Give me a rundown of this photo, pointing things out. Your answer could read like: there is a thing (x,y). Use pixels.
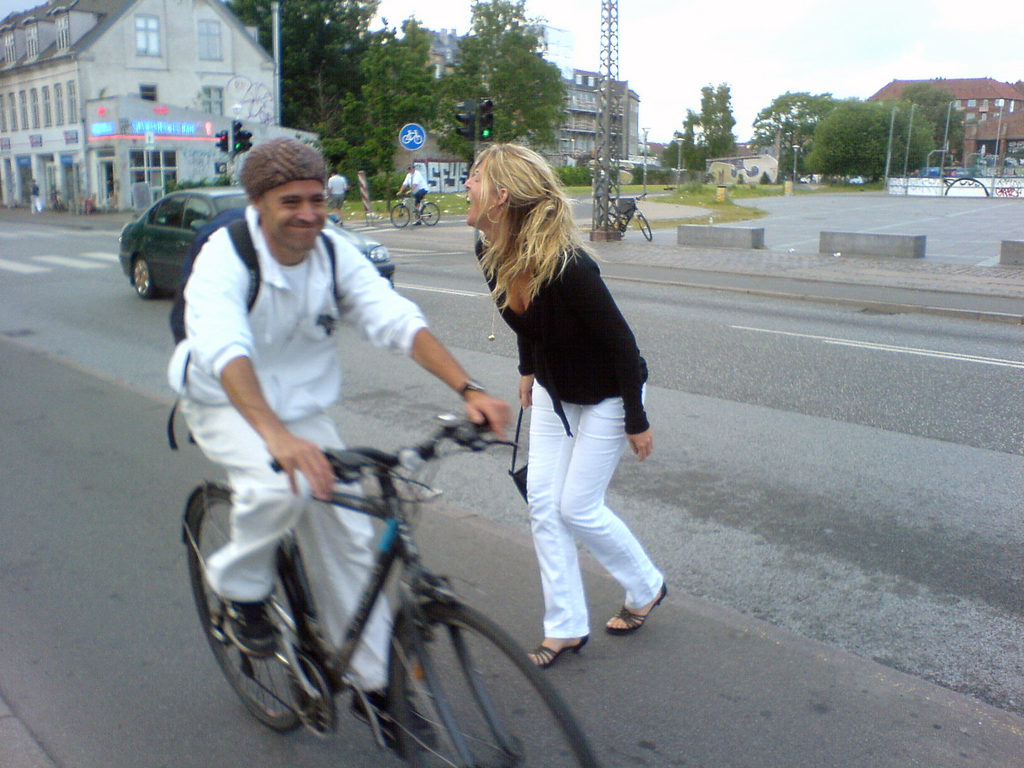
Here in the front (391,306) we can see a man (301,235) riding a bicycle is a backpack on him beside him we can see a women (509,247) both of them laughing and behind them we can see a car (239,198), a building (217,118) and trees (421,61) that there are other people (339,192) who are standing and sitting on a bicycle (429,203) is present and there are other buildings (989,126) also present.
